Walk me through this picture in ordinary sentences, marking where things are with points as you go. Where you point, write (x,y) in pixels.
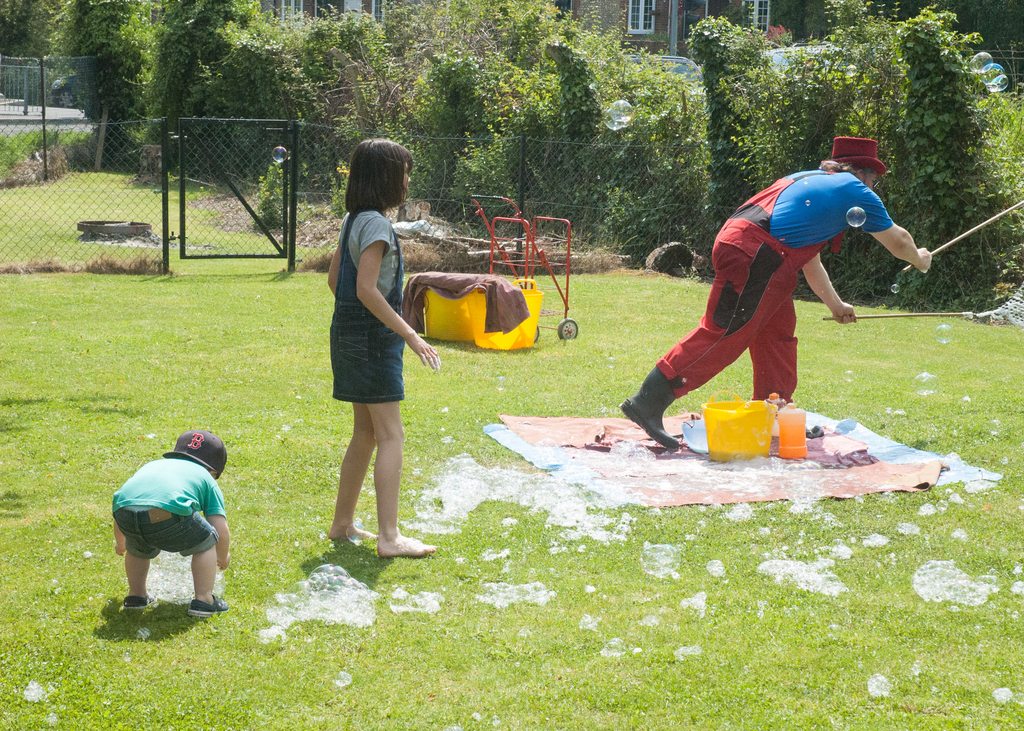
In this image there are two people (349,209). In front of them there is another person (778,190) standing on the mat (860,470). He is holding the sticks (999,216). Beside him there are a few objects (697,441). At the bottom of the image (586,637) there is grass (629,631) on the surface (620,638). In the center of the image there is a metal fence (60,166). In front of the fence (464,213) there are a few objects (441,293). In the background of the image (530,57) there are trees (451,54), buildings (372,14), cars (693,67).
